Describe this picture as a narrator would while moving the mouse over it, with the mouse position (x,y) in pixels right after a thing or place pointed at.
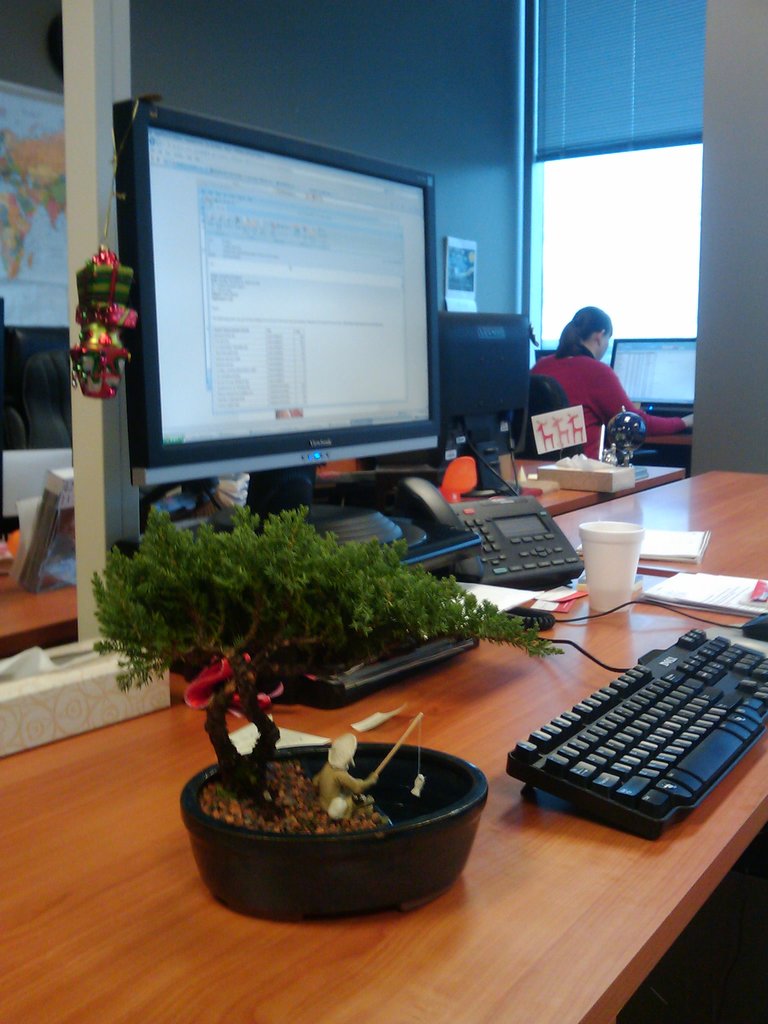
There is a table (454,690) which consists of a desktop (300,395), keyboard (640,736), cup (603,560), book (701,583) and a plant (272,638), In the background (583,369) there is a person (572,368) wearing red dress (583,369) is sitting in a chair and looking at the desktop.
